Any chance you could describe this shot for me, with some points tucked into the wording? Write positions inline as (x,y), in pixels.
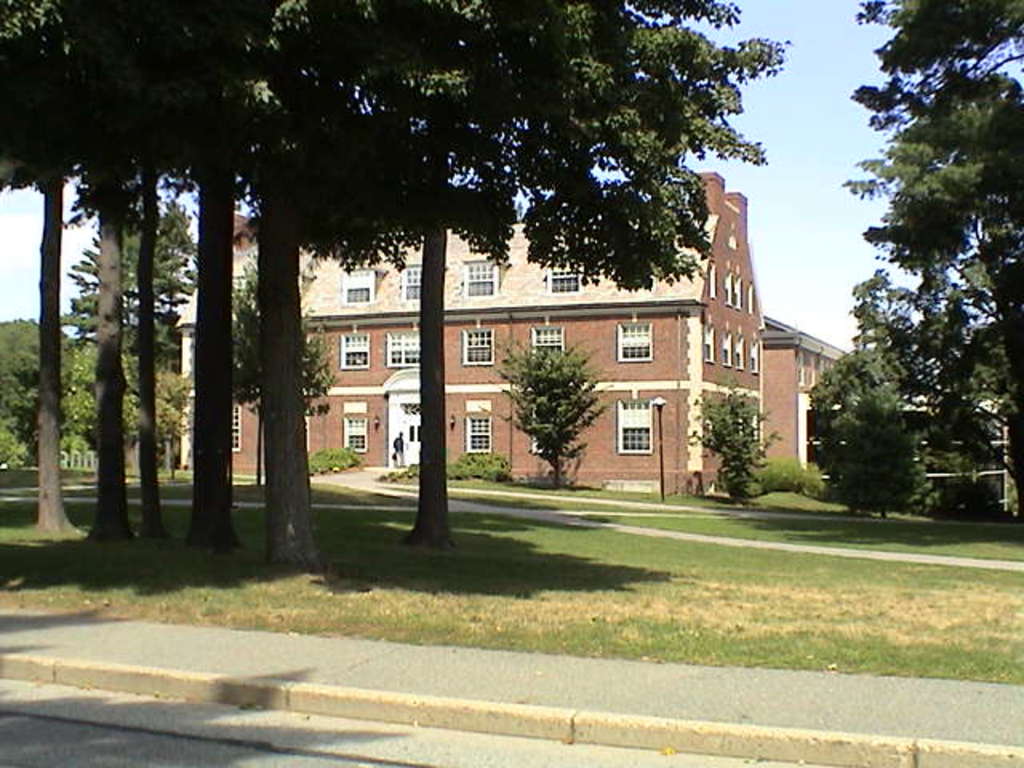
In this image we can see few trees (568,455), buildings (595,358) and the sky (808,217) in the background (824,208).
